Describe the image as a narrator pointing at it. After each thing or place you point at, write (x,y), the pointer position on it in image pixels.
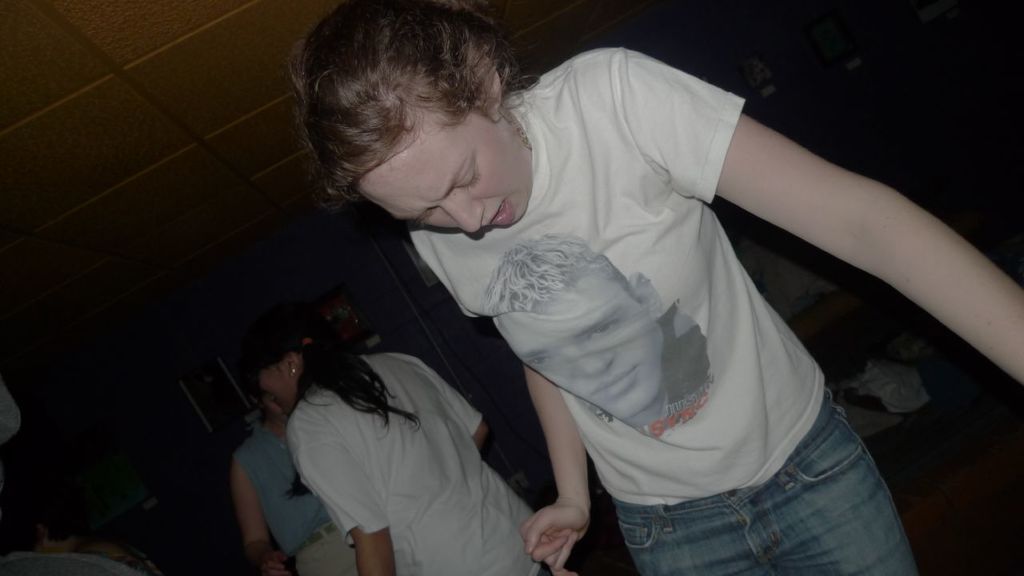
In the center of the image (510,269) a lady (507,282) is standing. On the left side of the image (304,396) we can see some persons (253,452) are there. At the top left corner (166,80) roof (142,101) is present. In the middle of the image (470,360) we can see some clothes (895,370), wall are there.
